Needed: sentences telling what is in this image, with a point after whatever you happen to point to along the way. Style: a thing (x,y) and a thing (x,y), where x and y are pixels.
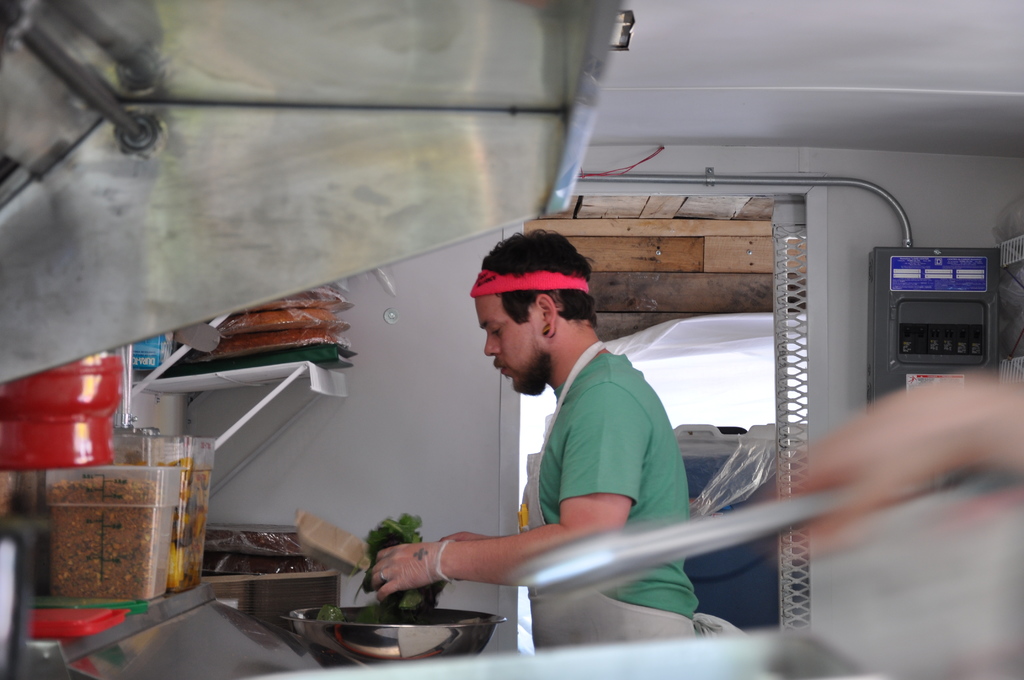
In this picture we can see a person (631,503) holding green vegetables (398,538) in his hands (420,585). We can see a bowl (334,621), few boxes (99,590) and food packets (271,314) in the shelves (135,623). There is some food (78,482) in these boxes (169,571). We can see a device (966,271).
